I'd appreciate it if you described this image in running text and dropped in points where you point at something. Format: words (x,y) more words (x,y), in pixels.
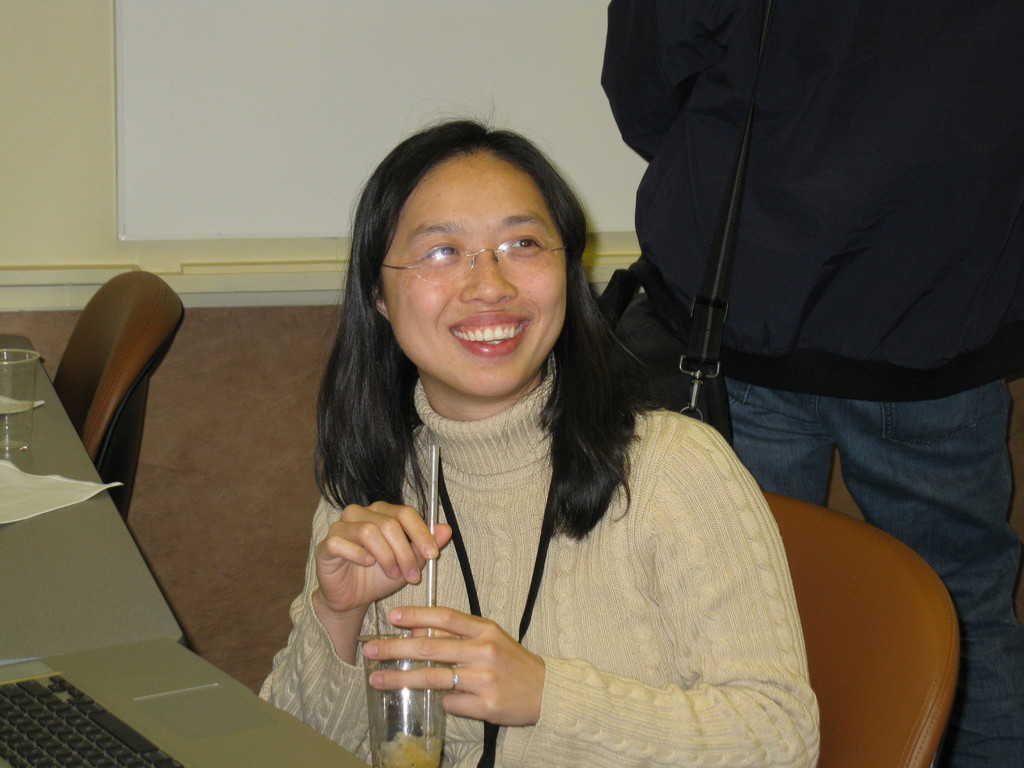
In this image in the front (517,477) there is a woman (578,567) sitting and smiling and holding a glass (384,698) in her hand (450,651). In the background (801,238) there is a man (792,271) standing, wearing a black colour jacket (737,306) and black colour bag (696,314). On the left side (40,444) there is a table (92,614), on the table (66,610) there is a keyboard (46,692) and there are papers (30,493) and there is a glass (21,390) and there is an empty chair (117,342) and on the wall (69,61) there is a white colour board (258,106).
